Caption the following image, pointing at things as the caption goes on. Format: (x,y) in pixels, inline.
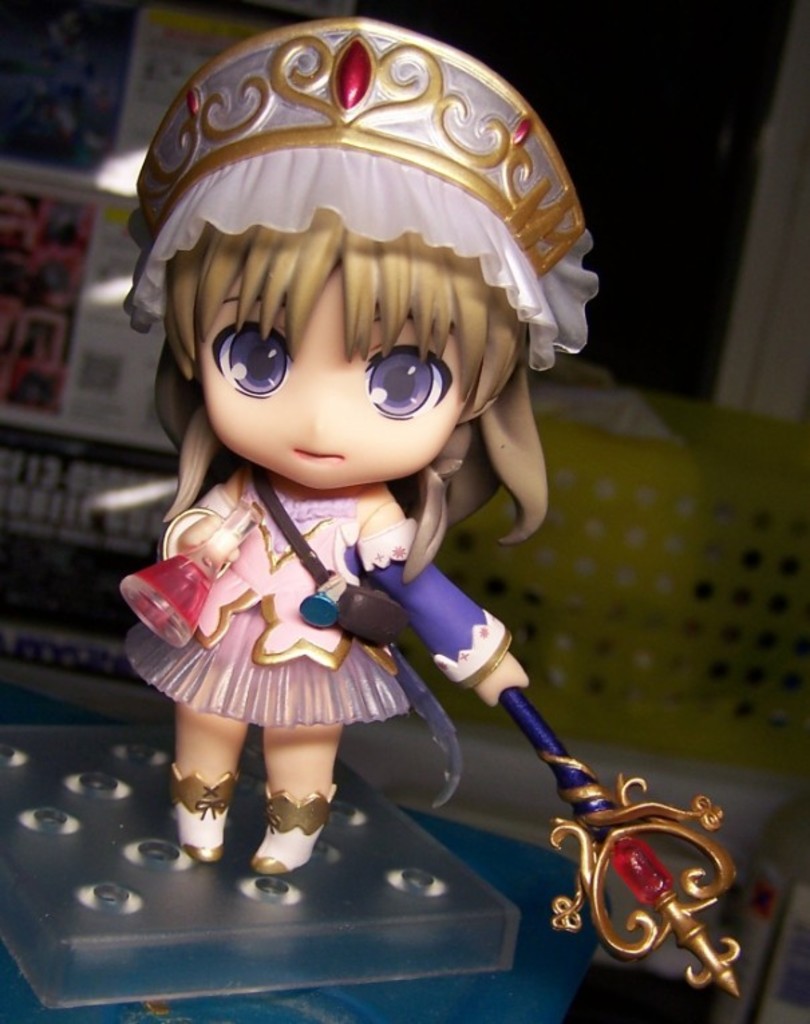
In this image I can see barbie (282,638) is dressed with a pink color frock (270,568). On the head (273,230) I can see a crown (275,198). In the hands (492,699) I can see a bottle (178,574) and another object (569,792). In the background (83,152) there are some boxes (81,193).
